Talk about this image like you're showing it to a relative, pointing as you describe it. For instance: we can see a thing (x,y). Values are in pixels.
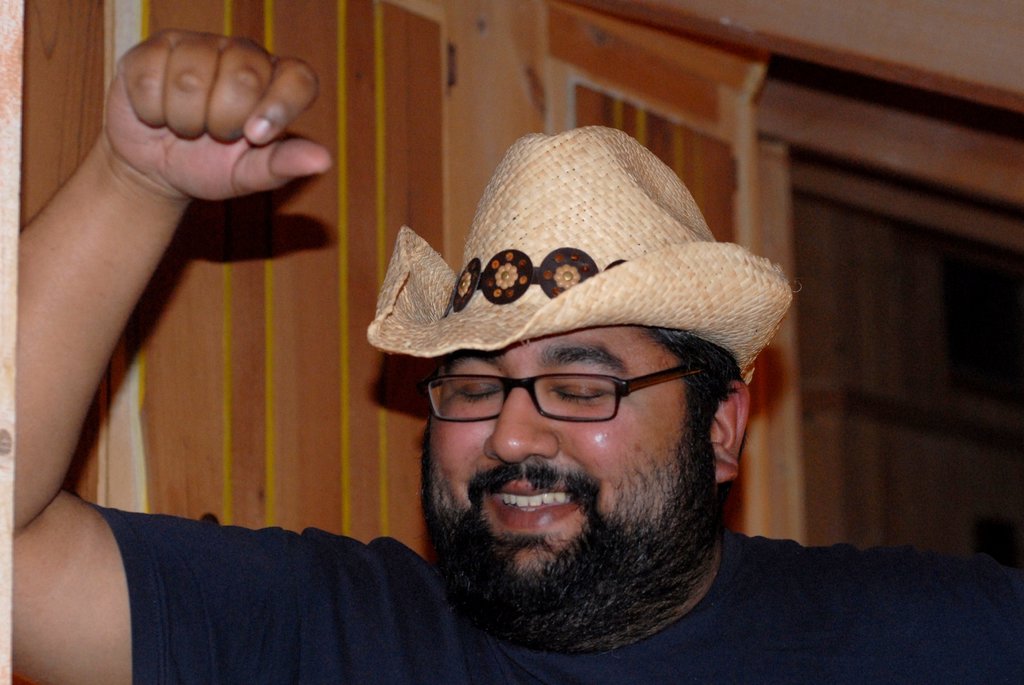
In this picture I can see there is a man (361,683) standing here and he is wearing a cap (523,273), spectacles (509,383) and in the backdrop (305,355) there is a door (362,138) and a wall (857,264).
